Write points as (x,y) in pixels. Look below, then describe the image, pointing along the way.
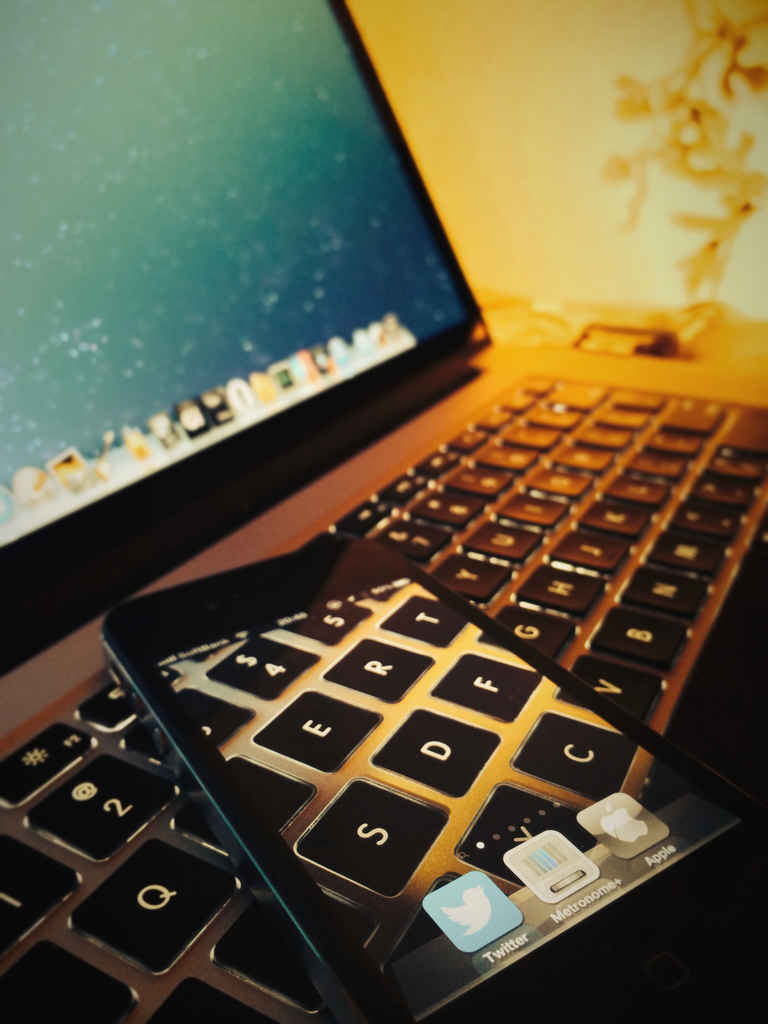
This is monitor (138,275) and a keyboard (650,532).
